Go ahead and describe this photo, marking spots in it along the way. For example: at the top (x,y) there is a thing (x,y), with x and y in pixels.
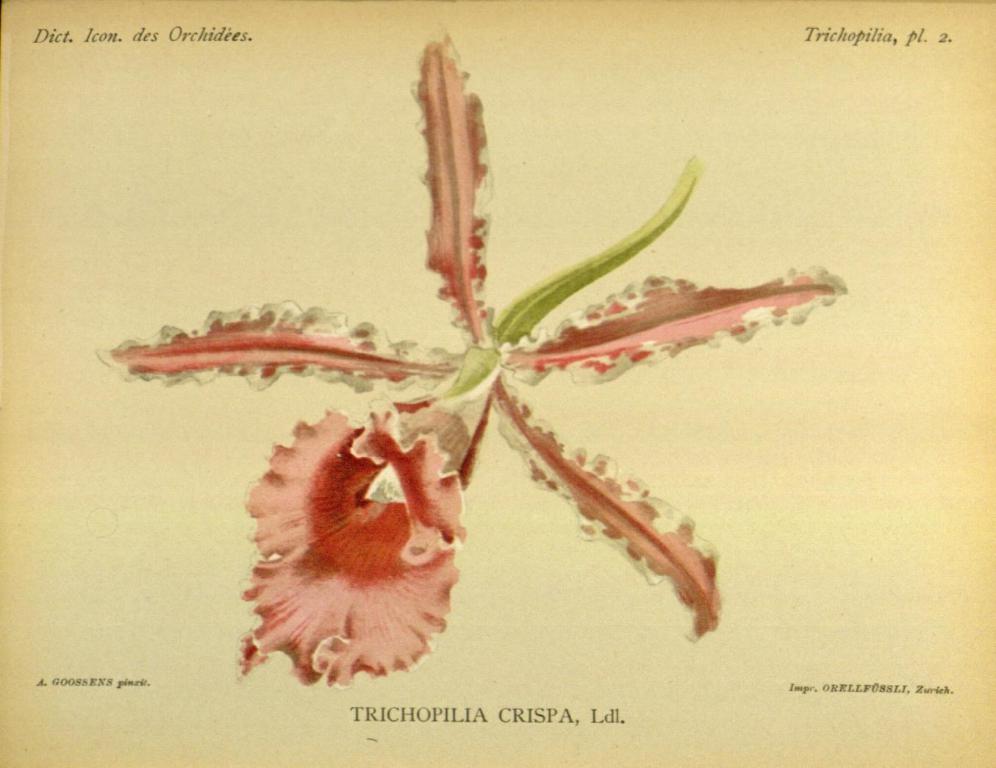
This image contains a painting (268,540). Middle of the image (611,508) there is a flower (419,380) having petals (373,441). Bottom of the image (891,688) there is some text (909,686).
